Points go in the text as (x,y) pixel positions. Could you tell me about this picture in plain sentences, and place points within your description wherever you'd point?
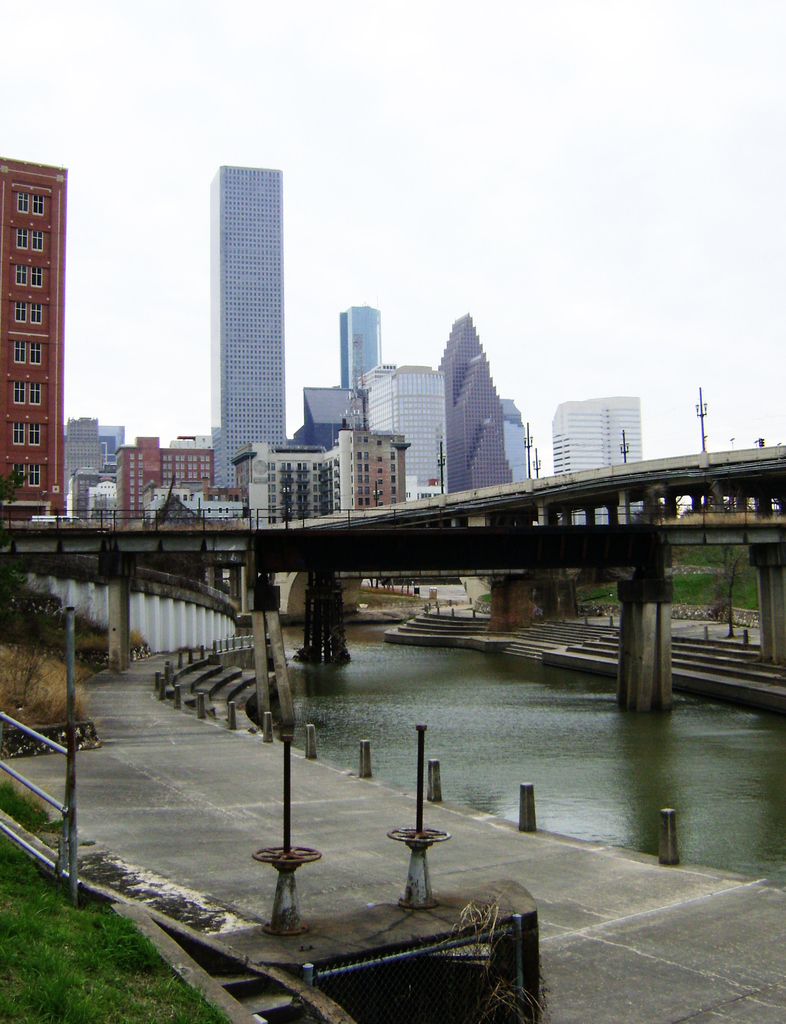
In this image we can see few bridges (627,472). We can see the sky (527,180) in the image. There are few street lights (626,450) in the image. We can see the water (704,768) in the image. There is a grassy land (73,982) in the image. There is a walkway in the image. We can see the sky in the image.
